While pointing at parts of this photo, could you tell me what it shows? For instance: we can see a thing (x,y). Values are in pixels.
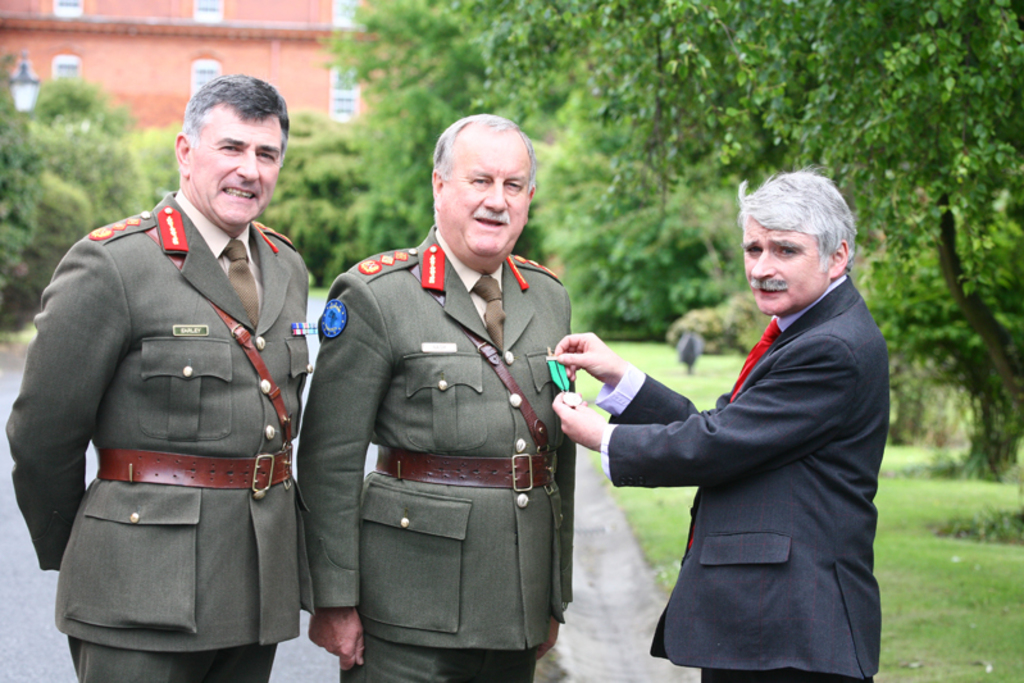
In this picture there are two military men (491,538) wearing a green coat (394,443) standing and giving a pose into camera. Beside there is a man (827,537) wearing black color suit (739,470) is honoring the medal (560,384) to the military man (491,374). Behind there are some trees (336,135) and brown color building (284,14).
